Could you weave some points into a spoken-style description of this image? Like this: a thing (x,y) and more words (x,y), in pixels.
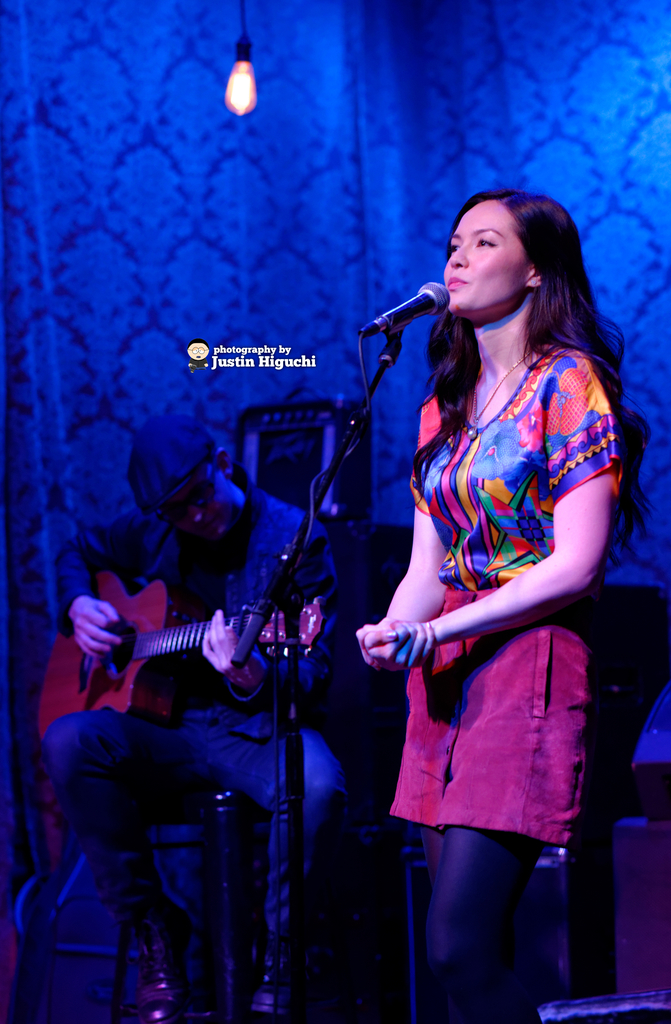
This image is clicked inside. In the front (418,471) there is a woman (583,465) standing and singing. In front of her, there is a mic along with mic stand (254,611). In the background (184,681), there is a man (191,767) sitting and playing guitar (167,680). And there is blue colored cloth (302,212). At the top (248,87), there is a light (250,103) hanging.
